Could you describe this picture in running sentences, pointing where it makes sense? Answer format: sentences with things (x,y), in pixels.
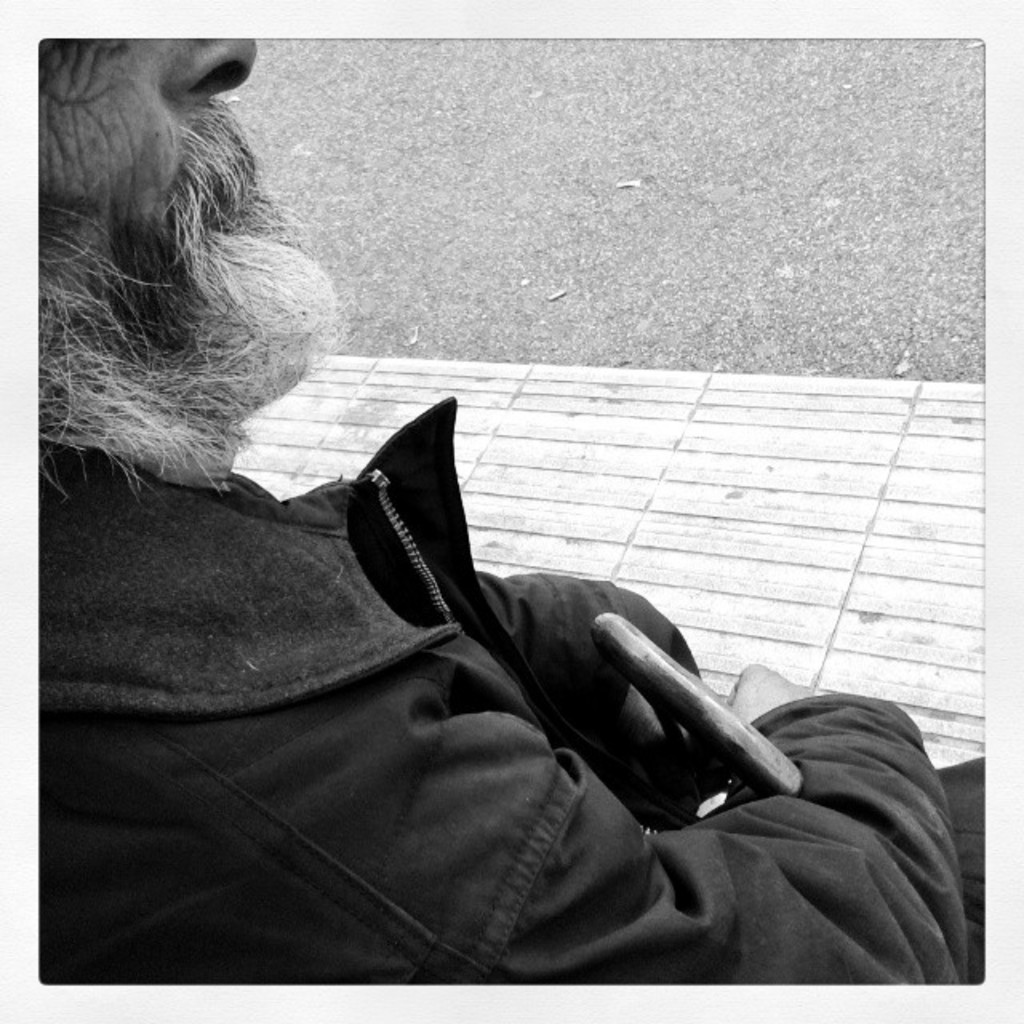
In this image there is a person (397,715) with a walking stick (666,661) in his hand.
